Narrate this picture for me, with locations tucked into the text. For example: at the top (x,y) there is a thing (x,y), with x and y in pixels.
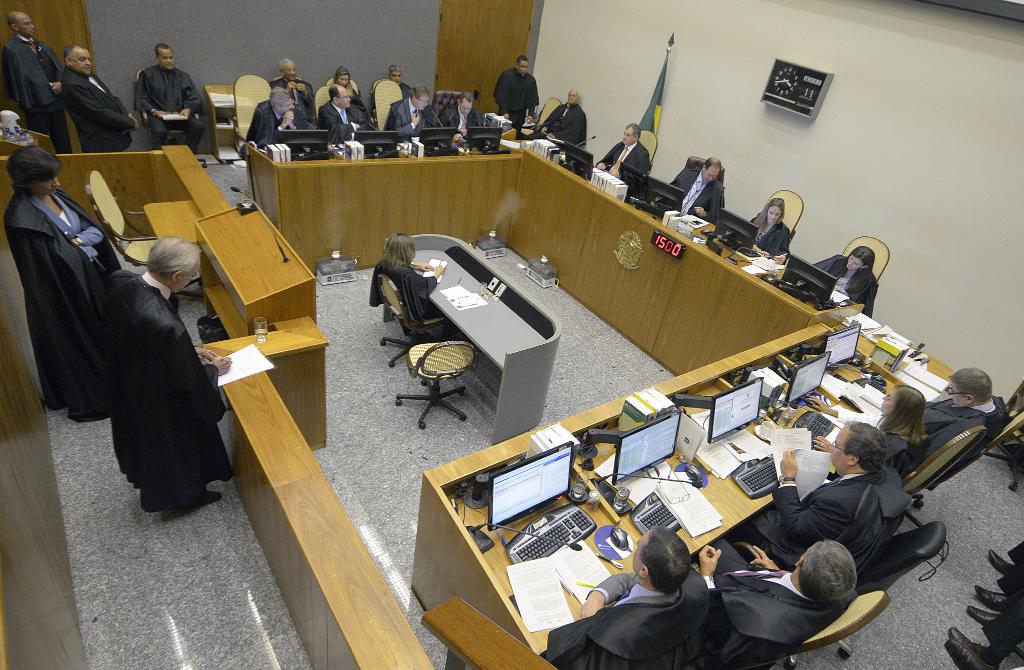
In this image we can see many people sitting on the chairs (399,304). There is a flag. There are many computers (531,513) and objects (699,470) placed on the table (593,537). There are few people (215,400) standing in the image. A lady (412,309) is sitting on the chair (409,338) at the center of the image (424,288). A person (177,379) is writing on an object (235,367) at the left side of the image (194,391). There is a clock (810,75) on the wall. There is a digital clock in the image.
